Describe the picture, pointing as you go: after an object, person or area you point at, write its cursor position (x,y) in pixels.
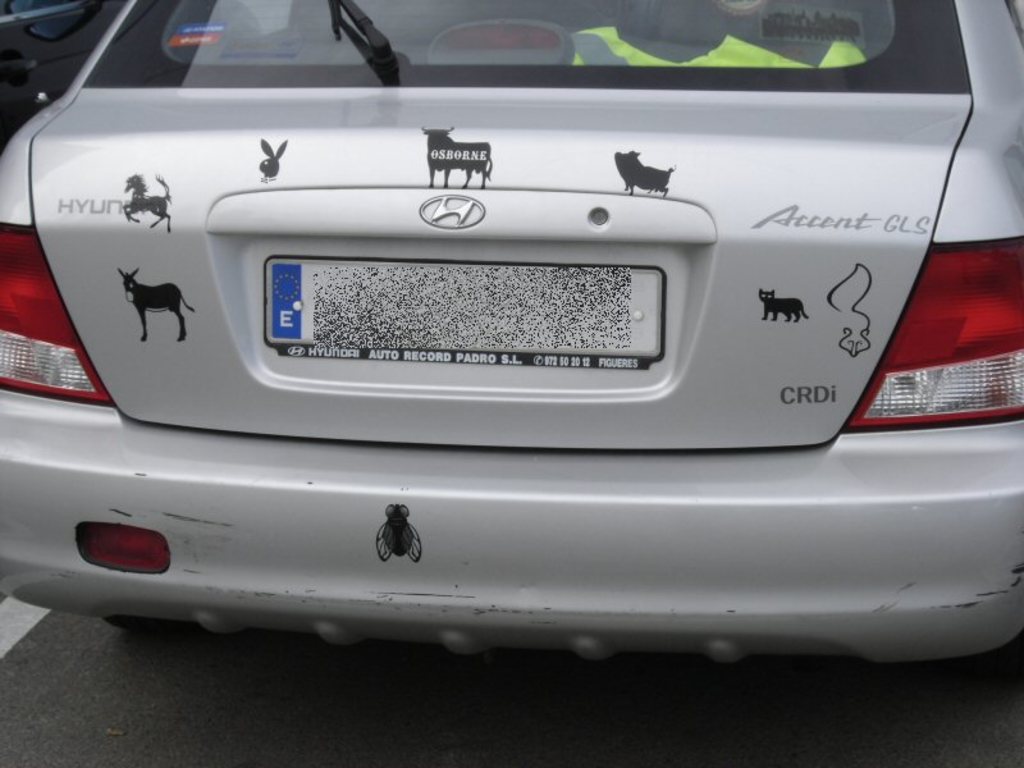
In this image we can see the back side view of a car (466,265), in this image we can see windshield (232,69), wind wiper (369,38), two tail lamps (56,335).
